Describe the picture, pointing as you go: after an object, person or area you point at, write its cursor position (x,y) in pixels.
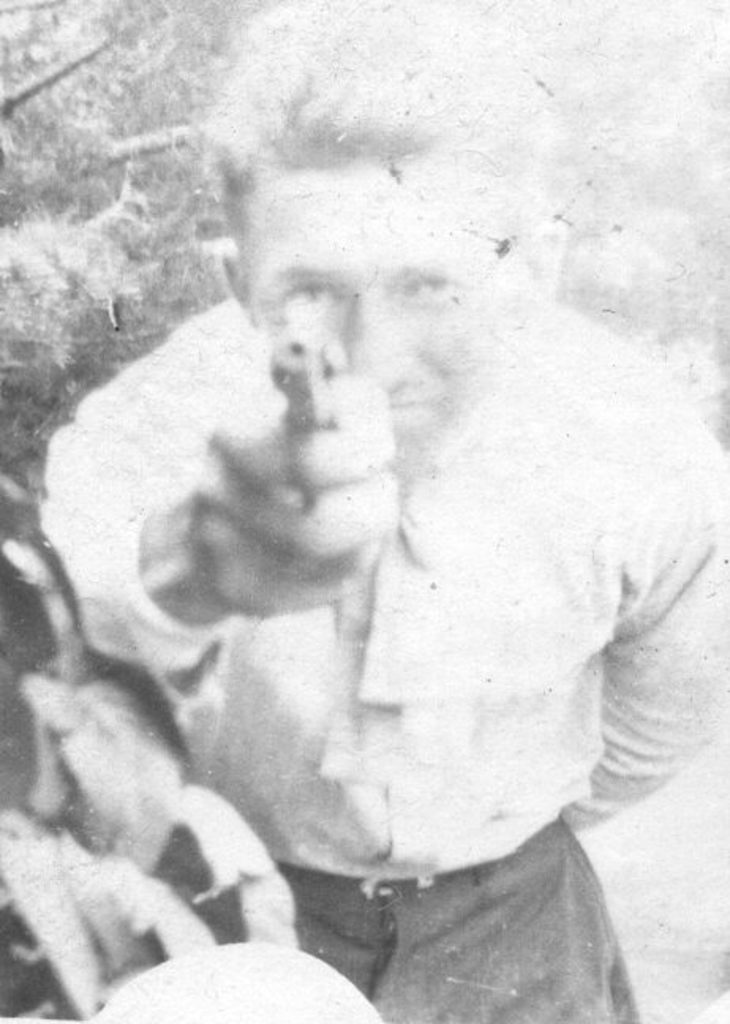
This is a black and white pic. In this image we can see a man (403,560) is holding an object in his hand (359,501). In the background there are trees (184,126).
